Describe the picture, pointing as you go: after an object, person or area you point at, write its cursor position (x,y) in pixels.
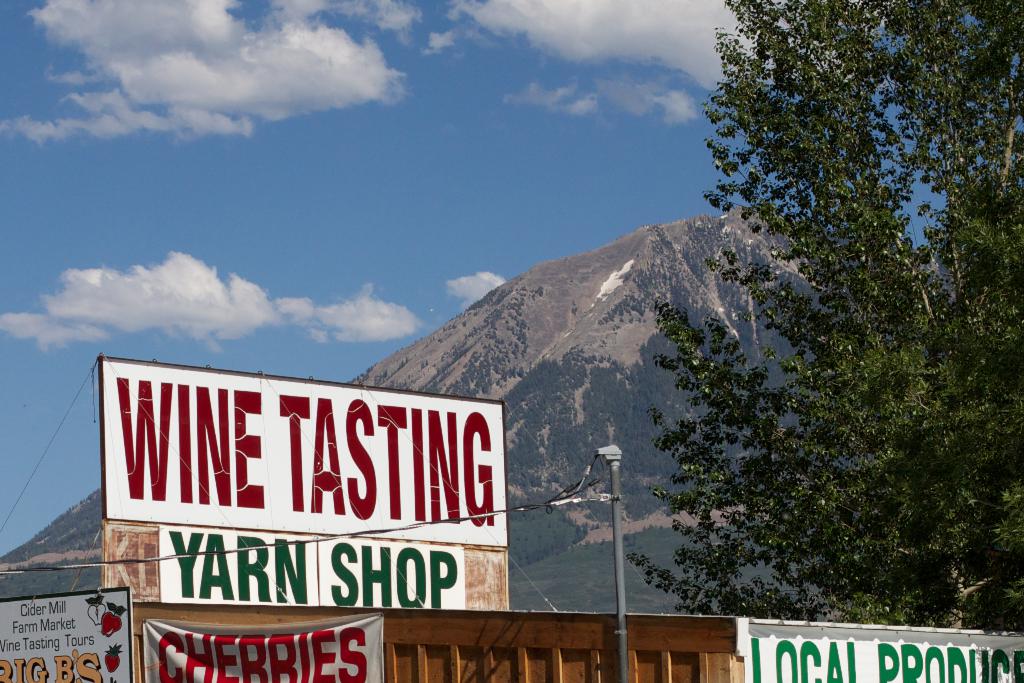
In the picture we can see a part of the wall (597,679) on it we can see a board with a name wine tasting and beside it we can see a part of the tree (683,587) and in the background (624,536) we can see the hill (512,536) and the sky (200,200) with clouds (18,132).
